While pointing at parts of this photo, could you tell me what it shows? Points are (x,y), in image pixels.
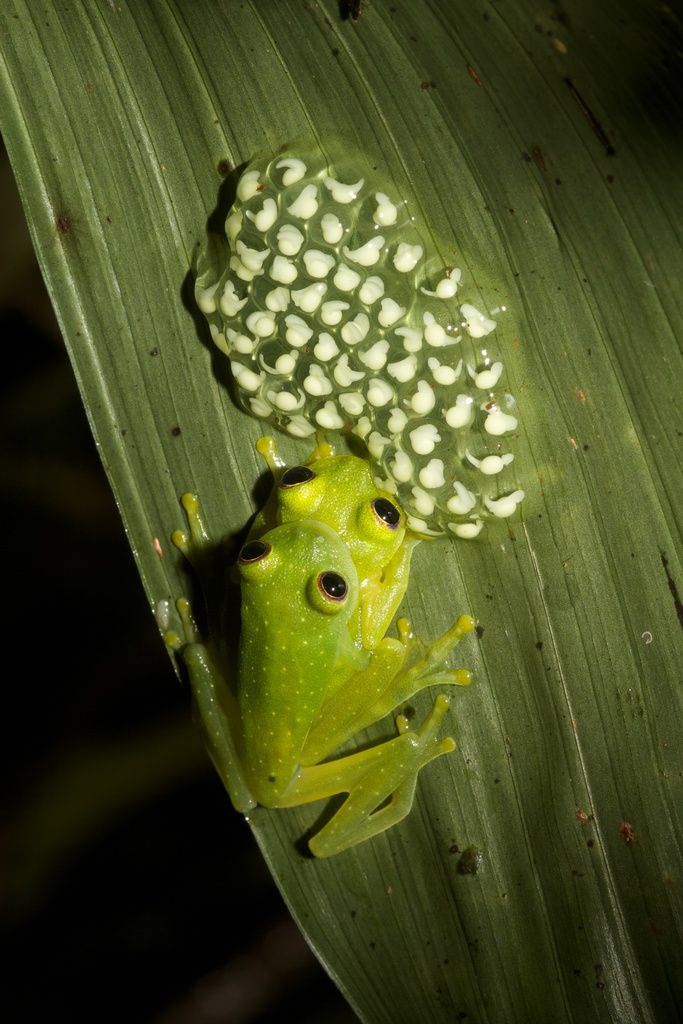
In this image there are two frogs (333,657) sitting on the leaf (197,237).
